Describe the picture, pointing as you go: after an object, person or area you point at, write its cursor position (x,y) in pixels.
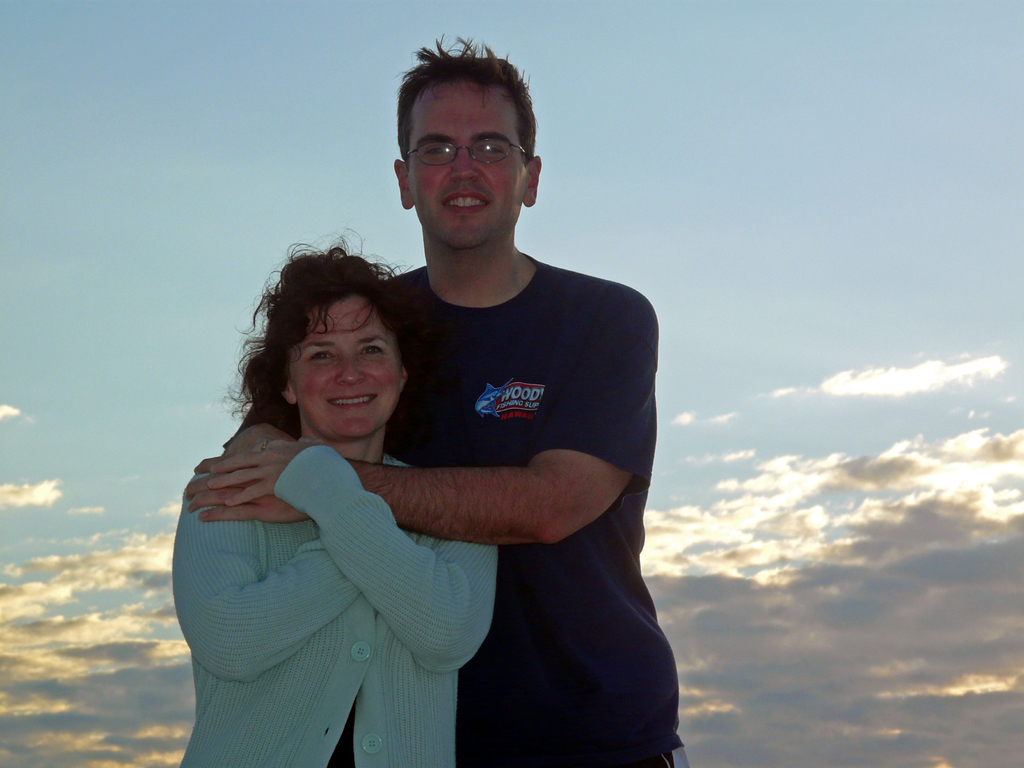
In this image there is a man (572,574) and a woman (402,544) standing. The man (494,190) is holding the woman (374,336). Behind them there is the sky (846,416).
